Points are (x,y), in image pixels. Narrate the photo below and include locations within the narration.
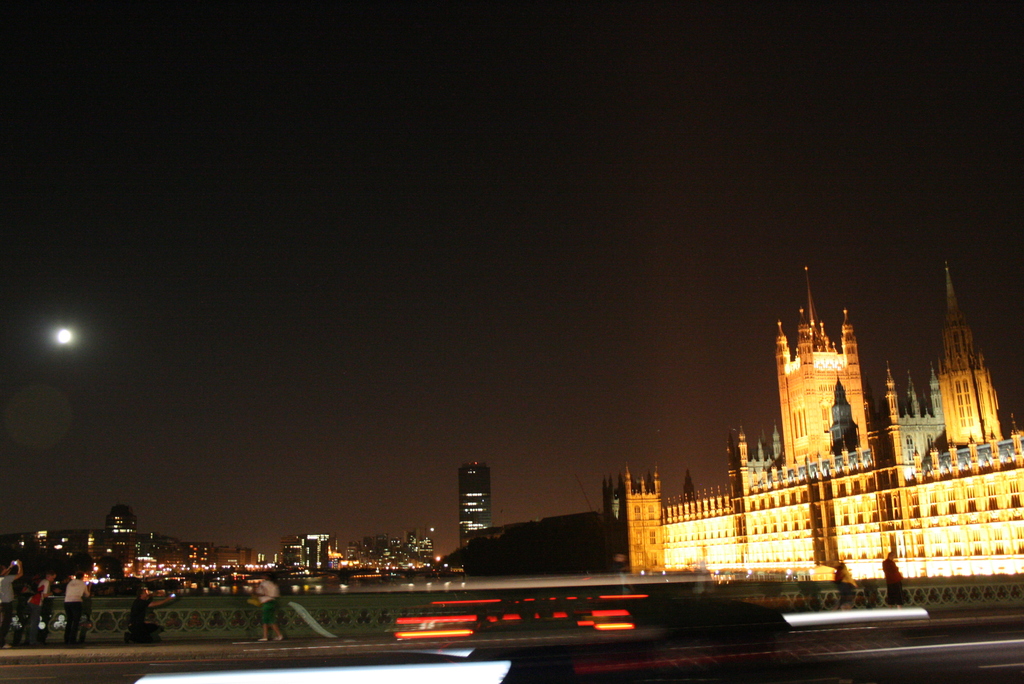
In the center of the image (556,308) we can see the sky (237,325), moon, buildings (220,549), towers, lights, fences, few people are standing, few people (264,603) are holding some objects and a few other objects (559,668).
